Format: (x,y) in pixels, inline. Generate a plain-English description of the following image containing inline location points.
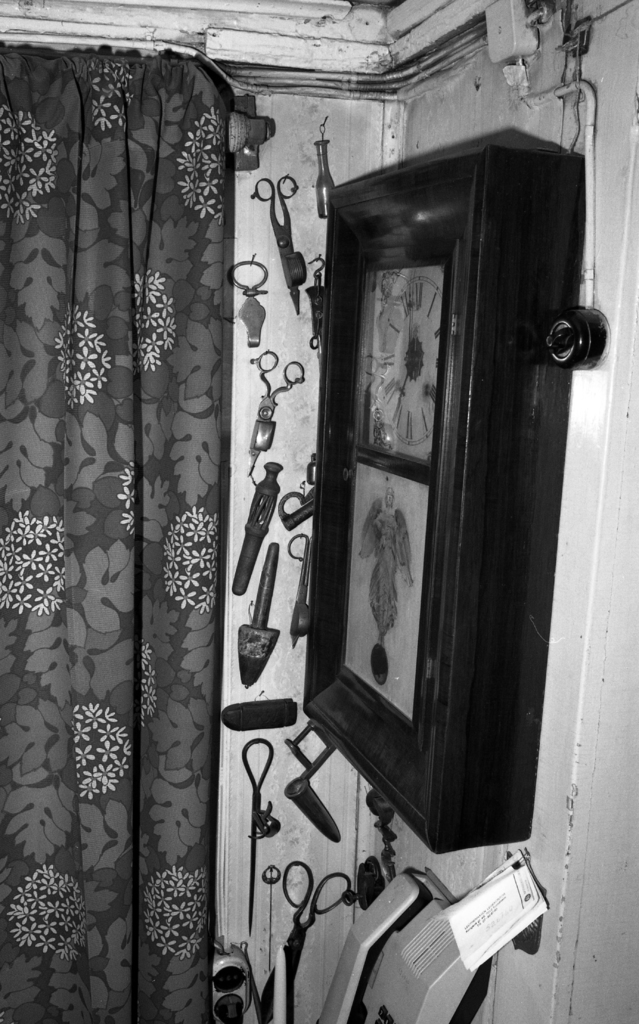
In this picture I can see a wall clock (397,458) and I can see few scissors (306,933) and metal instruments (264,657) and I can see a curtain (192,833).
